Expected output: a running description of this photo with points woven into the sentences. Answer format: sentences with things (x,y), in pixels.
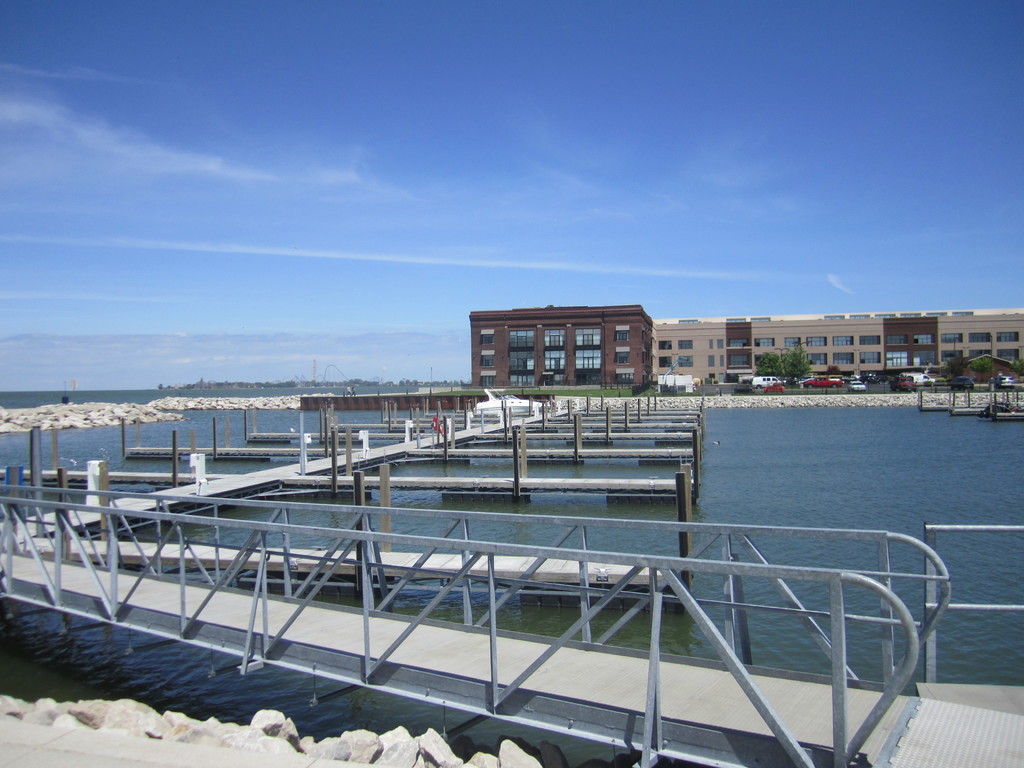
This picture shows buildings (705,334) and we see trees (787,363) and few cars (815,376) and vehicles (852,388) parked and we see water (576,499) and few foot over bridges (655,522) and a speed boat (508,397) in the water (402,411) and we see rocks (178,724) on the side and a blue cloudy sky (249,147).
